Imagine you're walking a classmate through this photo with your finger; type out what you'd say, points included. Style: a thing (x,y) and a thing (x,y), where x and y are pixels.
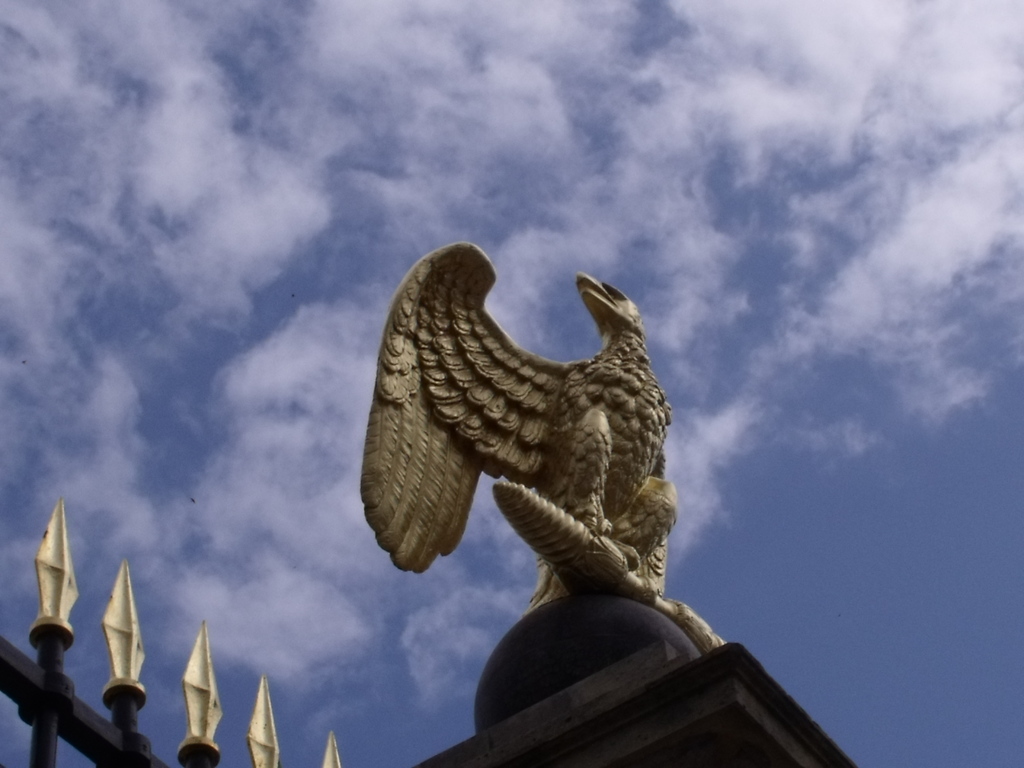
In this image in the foreground (623,441) there is one eagle statue (616,474), at the bottom (584,695) there is a gate (53,650) and pillar (691,699). In the background (918,331) there is sky (279,236).
